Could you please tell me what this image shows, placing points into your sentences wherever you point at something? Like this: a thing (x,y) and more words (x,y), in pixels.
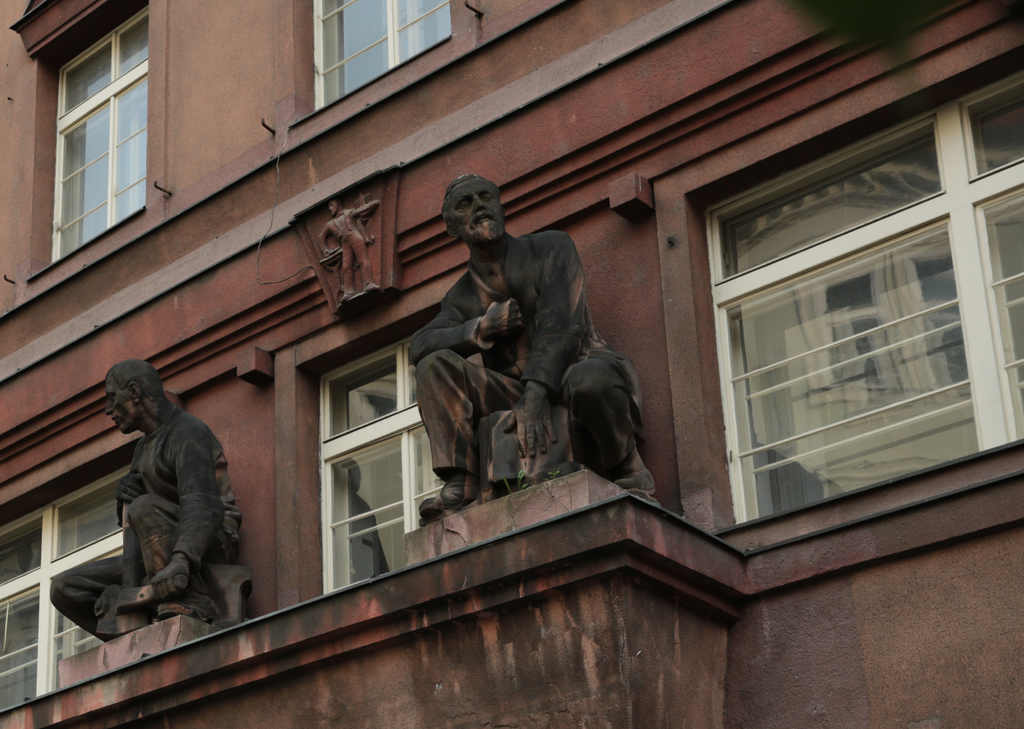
In this image, we can see building (248,433) and there are statues (505,441) on the wall (225,657).
